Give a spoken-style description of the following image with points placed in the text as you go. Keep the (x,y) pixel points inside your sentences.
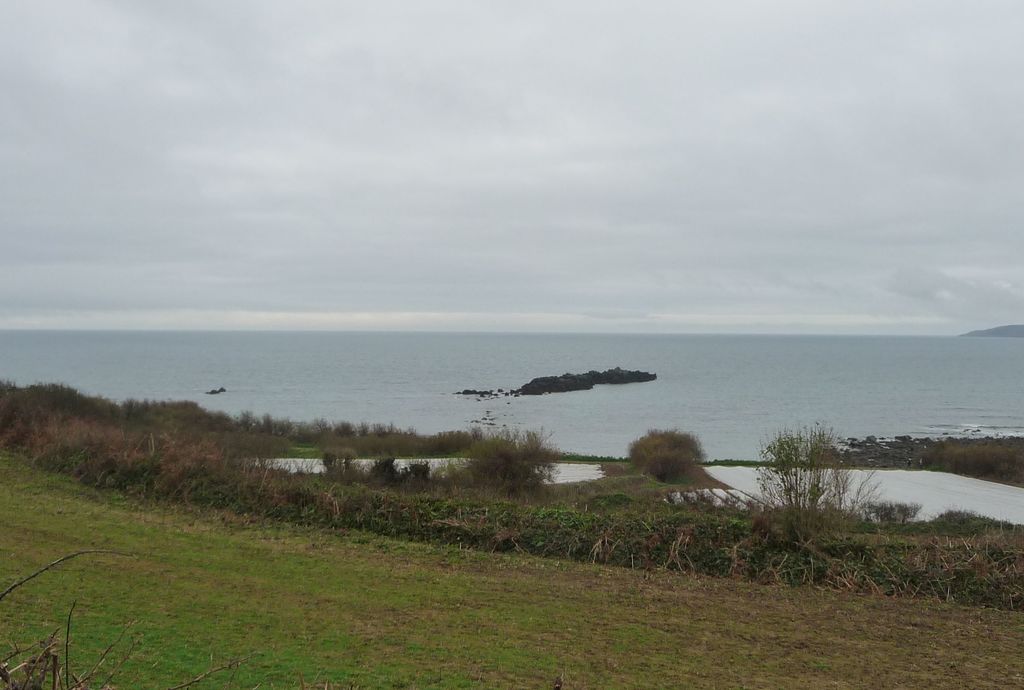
In this image I can see the grass (473,623) in green color, background (325,306) I can see water (878,424) and sky (371,197) in white color.
